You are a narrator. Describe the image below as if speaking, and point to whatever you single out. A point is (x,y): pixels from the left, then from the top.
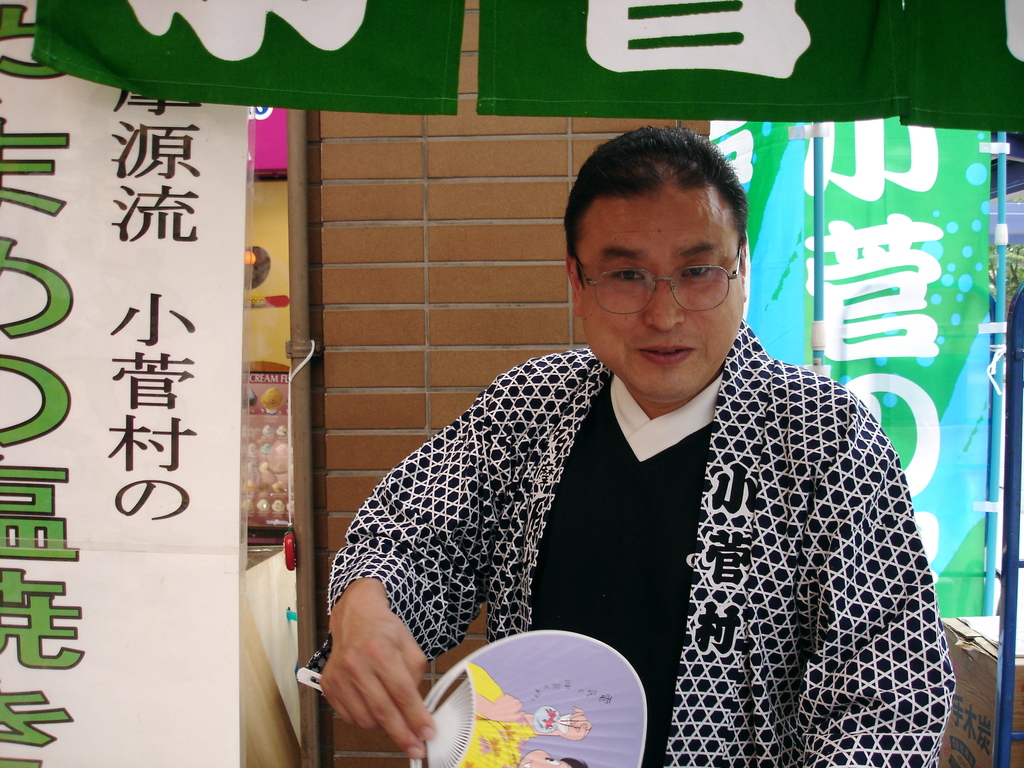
In this picture we can see a man (607,234) wore spectacles (646,292), holding a hand fan (601,723) with his hand (379,633) and smiling. In the background (305,559) we can see the wall (324,247), banners (131,441), poles (296,417) and some objects (283,420).
